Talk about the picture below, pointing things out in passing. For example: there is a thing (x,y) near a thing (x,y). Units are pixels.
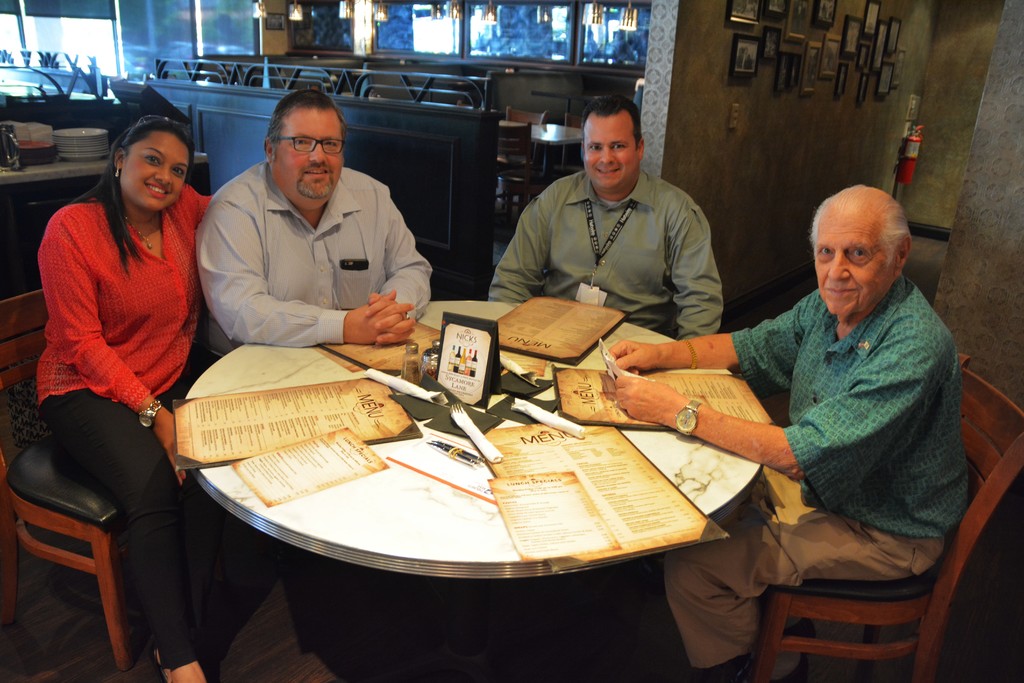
In this picture we can see three men (341,198) and one woman (129,259) sitting on chair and they are smiling and in front of them on table (440,454) we have card (464,370), bottles (436,357), papers (519,506) and in the background (295,76) we can see plates (75,137), fence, wall (729,124) with frames (801,26), fire extinguisher (911,130).
